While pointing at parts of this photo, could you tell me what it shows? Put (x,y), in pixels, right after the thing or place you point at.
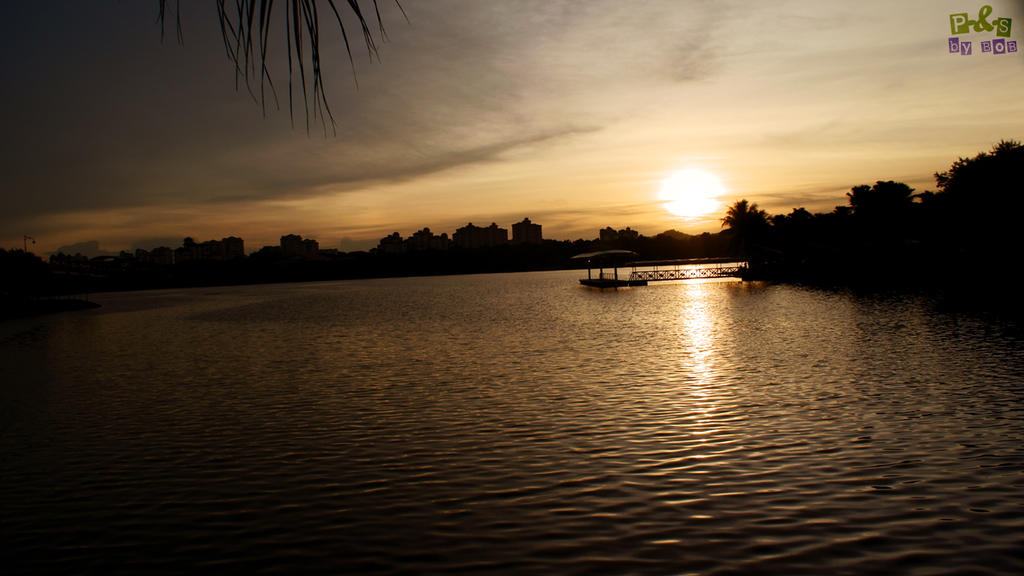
In this picture I can observe a river (441,482). There are some trees (72,260) and buildings (293,242). In the background (390,187) I can observe a sky (434,187). There is sun (671,208) and some clouds (454,116) in the sky (436,122). On the top right side (957,39) I can observe a watermark (957,43).
